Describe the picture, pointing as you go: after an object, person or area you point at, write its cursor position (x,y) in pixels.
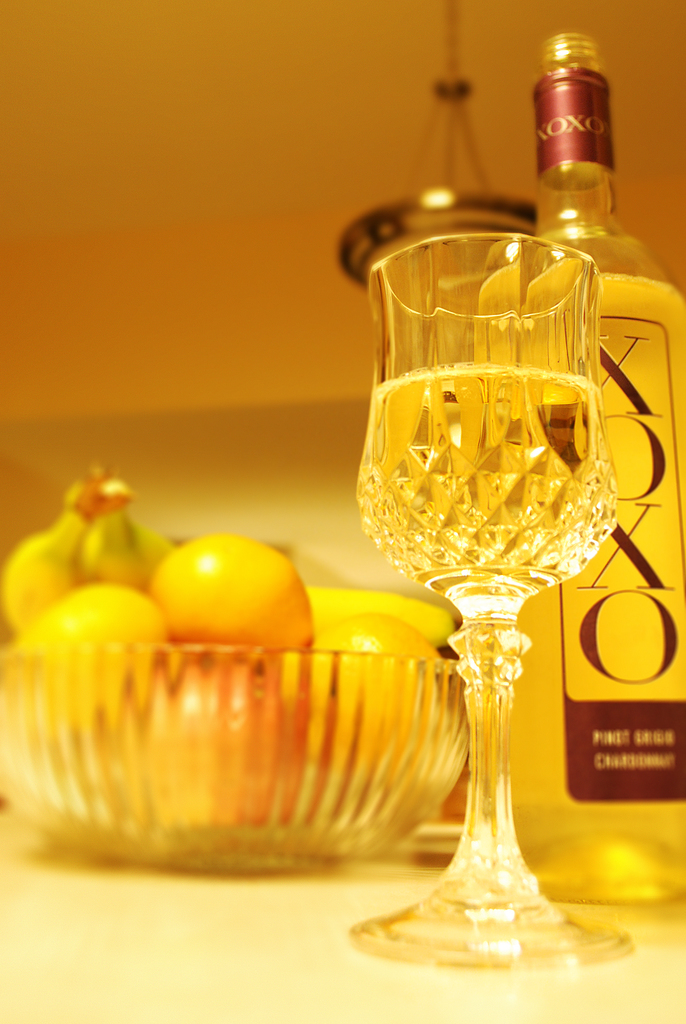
In this image I can see the bowl (177,740) with fruits (187,639). To the side I can see the glass (474,740) and the bottle (515,763). These are on the surface (245,1009). In the background (243,466) I can see an object (357,239) and the wall (239,506).
